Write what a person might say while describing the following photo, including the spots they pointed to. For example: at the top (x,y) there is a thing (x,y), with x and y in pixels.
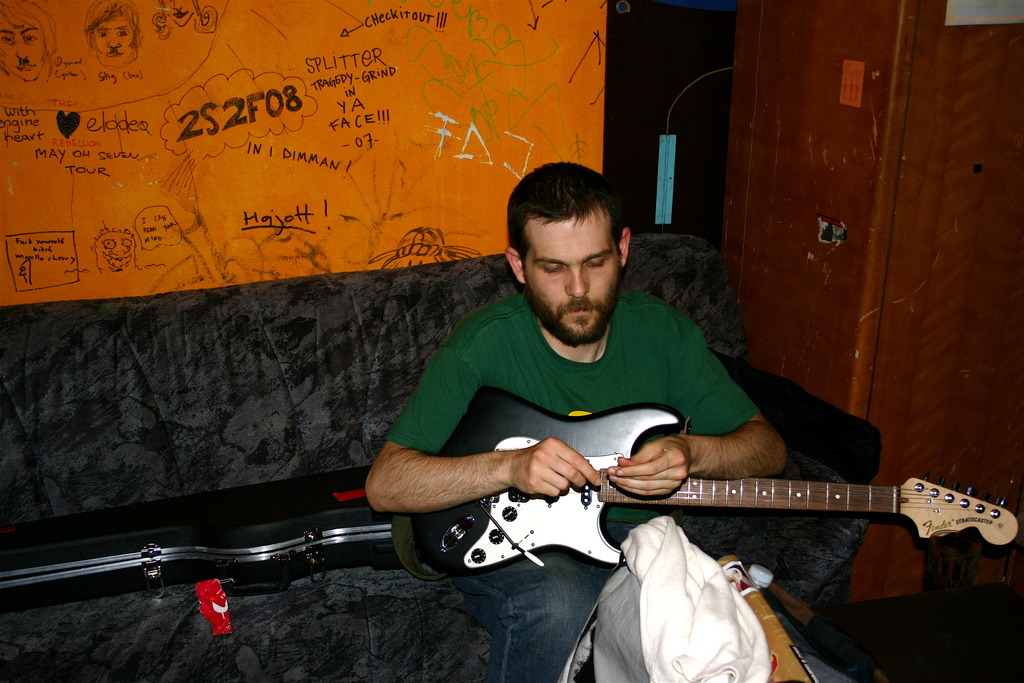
Here is a man (495,357) wearing green T-shirt (545,375), trouser (551,586) and sitting on the couch (412,577). He is holding guitar (549,504). This is a guitar bag (201,564) placed on the couch (298,614). This looks like a blanket (704,644). This is a orange color background (281,90) with some images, letters (239,120) on it. This looks like a wooden wall (863,234).
